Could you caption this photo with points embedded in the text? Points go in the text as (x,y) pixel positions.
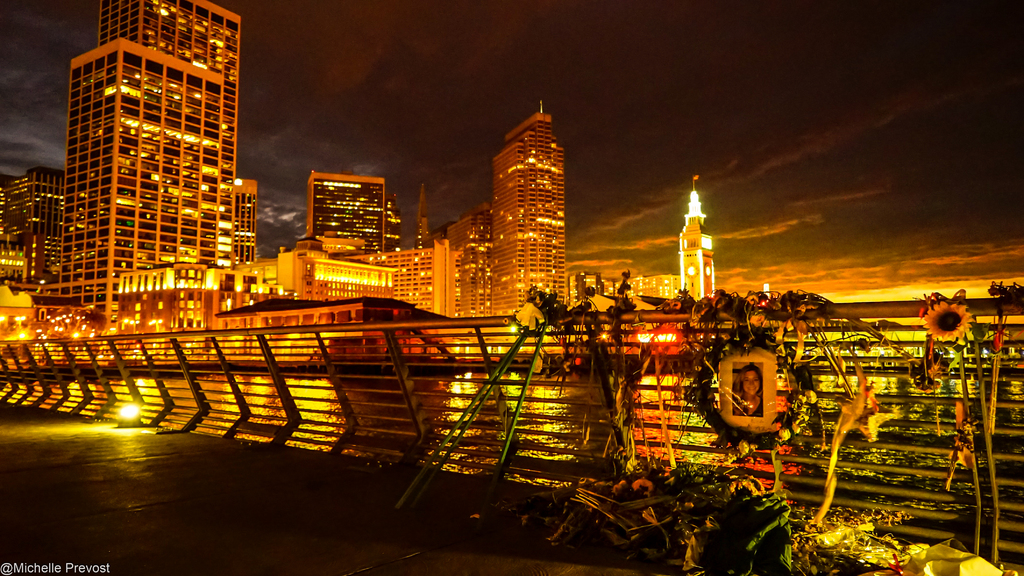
In this image we can see the outer view of a city (549,220) with buildings (236,127), towers (703,231), river (551,405), bridge (499,402), creepers (791,377), flowers (950,335) and a photograph (757,376).
